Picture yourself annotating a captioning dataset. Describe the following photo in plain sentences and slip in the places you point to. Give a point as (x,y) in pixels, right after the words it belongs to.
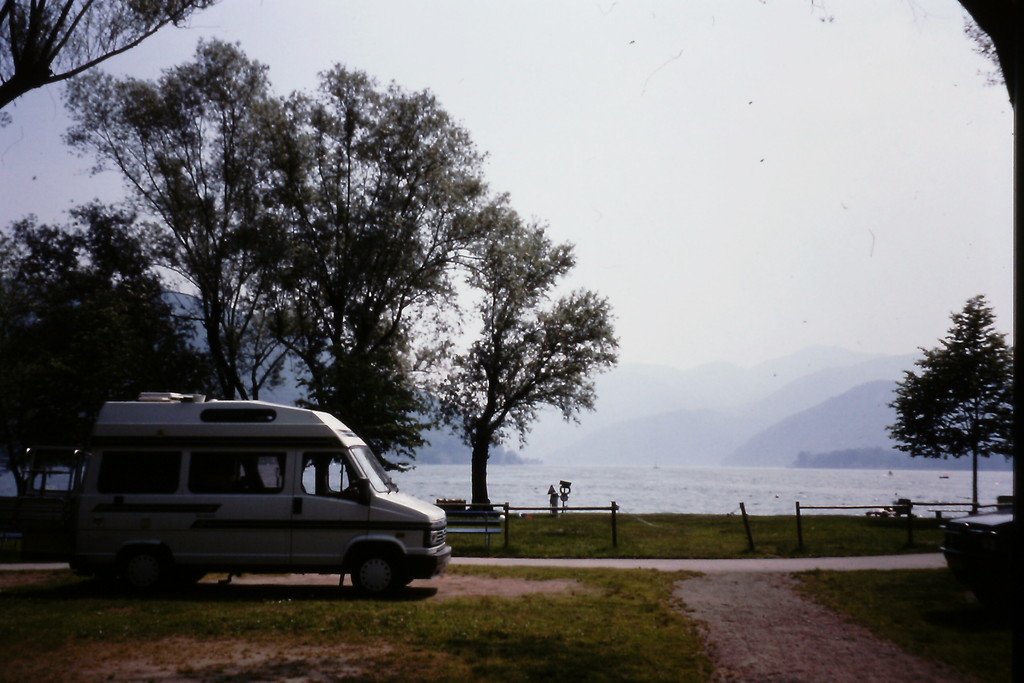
In the foreground of the picture (296,452) I can see a vehicle (264,445) on the side of the road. I can see the green grass (575,640) on the left side (298,610) and the right side (877,595). I can see the walkway (857,673) and road (692,582). It is looking like another vehicle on the right side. In the background (672,485), I can see the trees (514,378), ocean (852,487) and hills (699,432). It is looking like a bench (497,532) on the side of the road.
